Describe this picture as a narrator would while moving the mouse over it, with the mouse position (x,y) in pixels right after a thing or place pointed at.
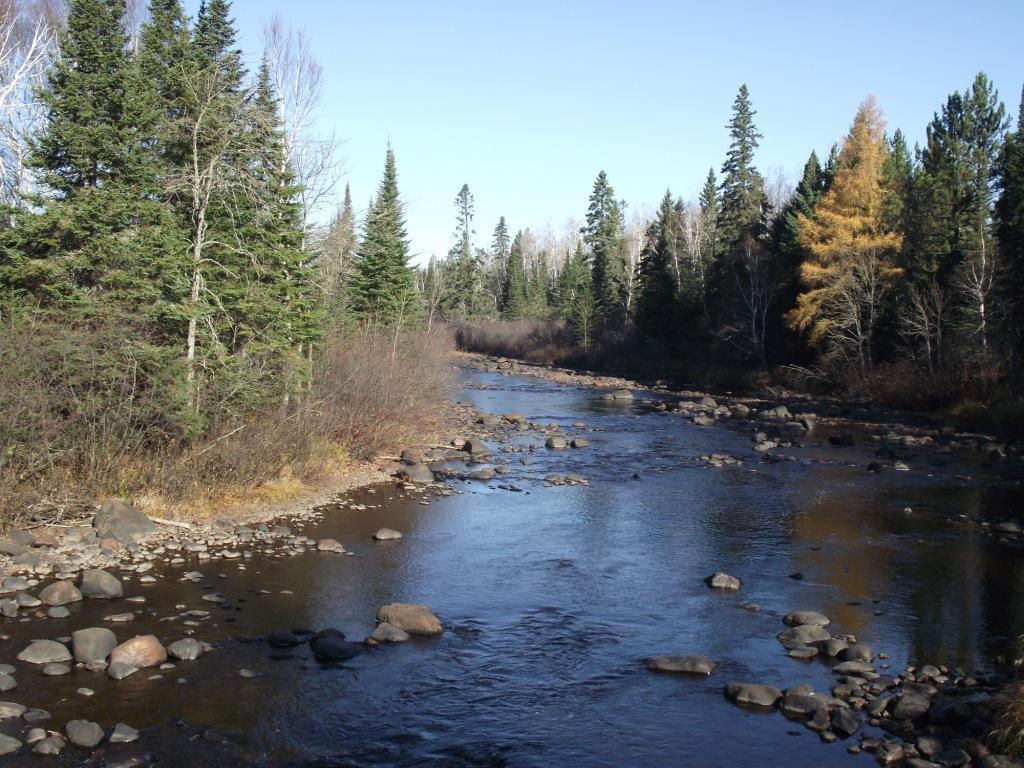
In the middle of the picture (631,429) we can see the water surface (741,597) and in the water (763,642) we can see some stones (801,640) and both the sides of the water (607,587) we can see the plants (327,379) and the trees (606,307) and in the background (437,237) we can see the sky (577,221).
